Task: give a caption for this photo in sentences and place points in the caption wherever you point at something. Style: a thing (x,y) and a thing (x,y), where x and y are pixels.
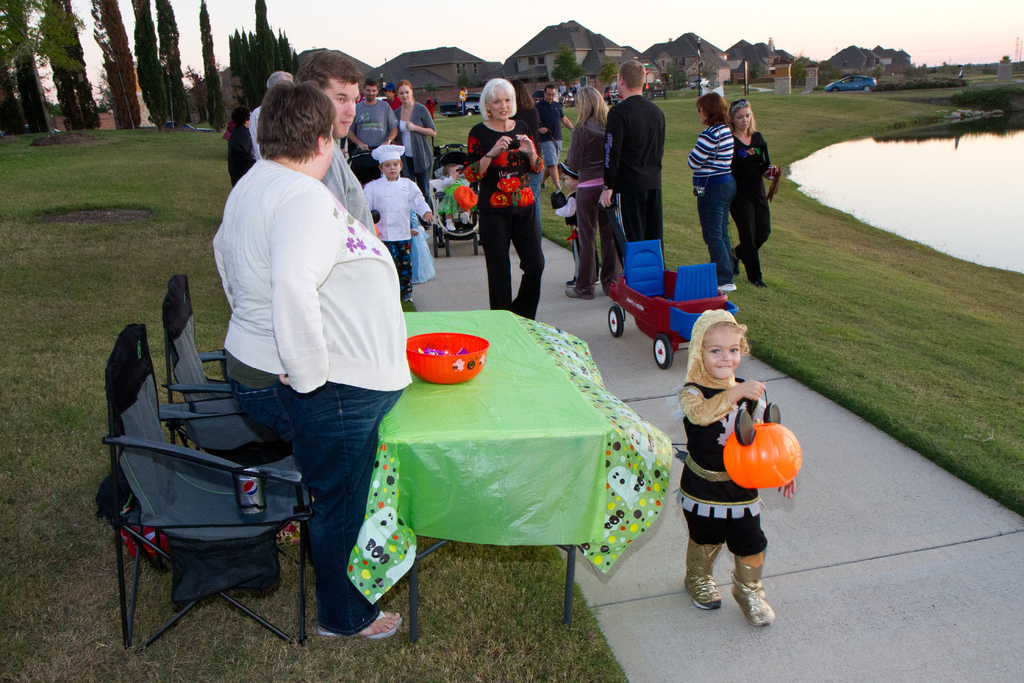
Completely an outdoor picture. Most of the persons (706,330) are standing. Backside of this person's (286,340) there are chairs (149,475), on this chair (233,459) there is a tin (248,508). Far there are number of trees (269,67) and buildings (413,65). This is a freshwater lake (1007,176). Far there are vehicles (473,102). This kid (715,345) is holding a toy (765,455). On this table (425,401) there is a bowl (445,356). This is vehicle (696,289). Grass (826,292) is in green color.
